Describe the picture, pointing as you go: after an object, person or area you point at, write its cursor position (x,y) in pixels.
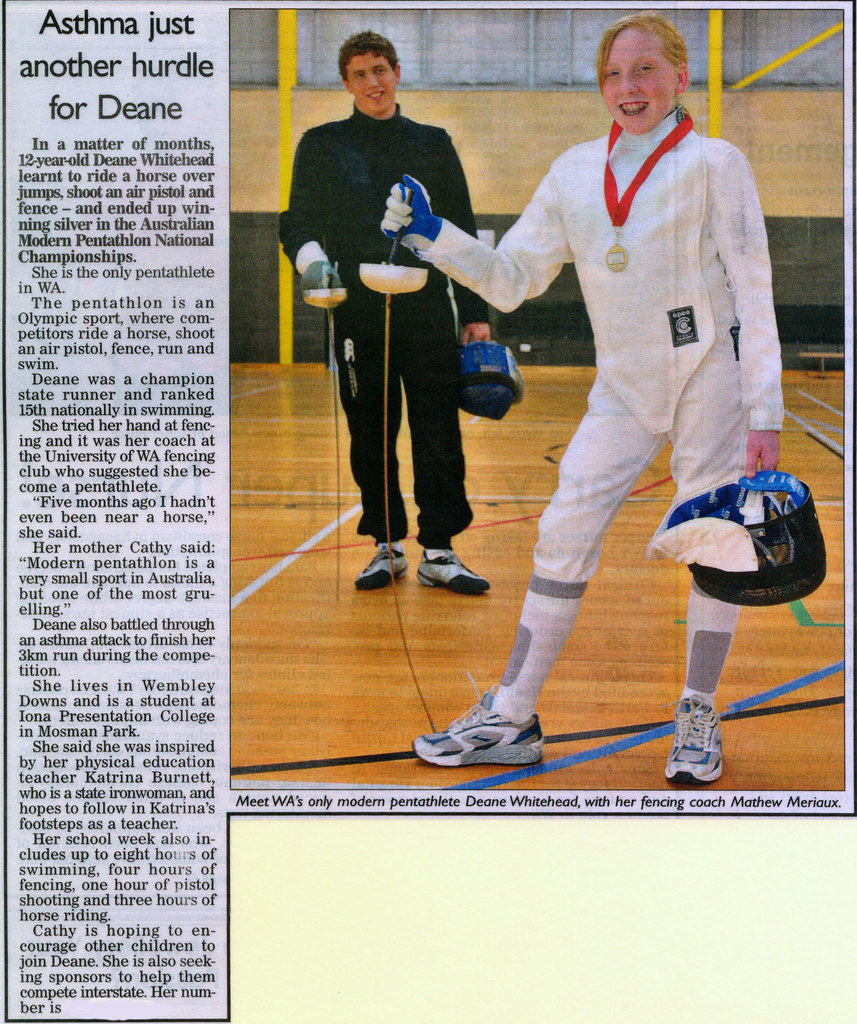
This image consists of a paper (367,656) with a text (156,444) and an image (444,476) on it. On the right side of the image (630,59) a boy (377,239) and a girl (437,236) are standing on the floor (377,634) and they are holding helmets (511,382) and a few things (367,270) in their hands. In the background (466,160) there is a wall (524,135).
